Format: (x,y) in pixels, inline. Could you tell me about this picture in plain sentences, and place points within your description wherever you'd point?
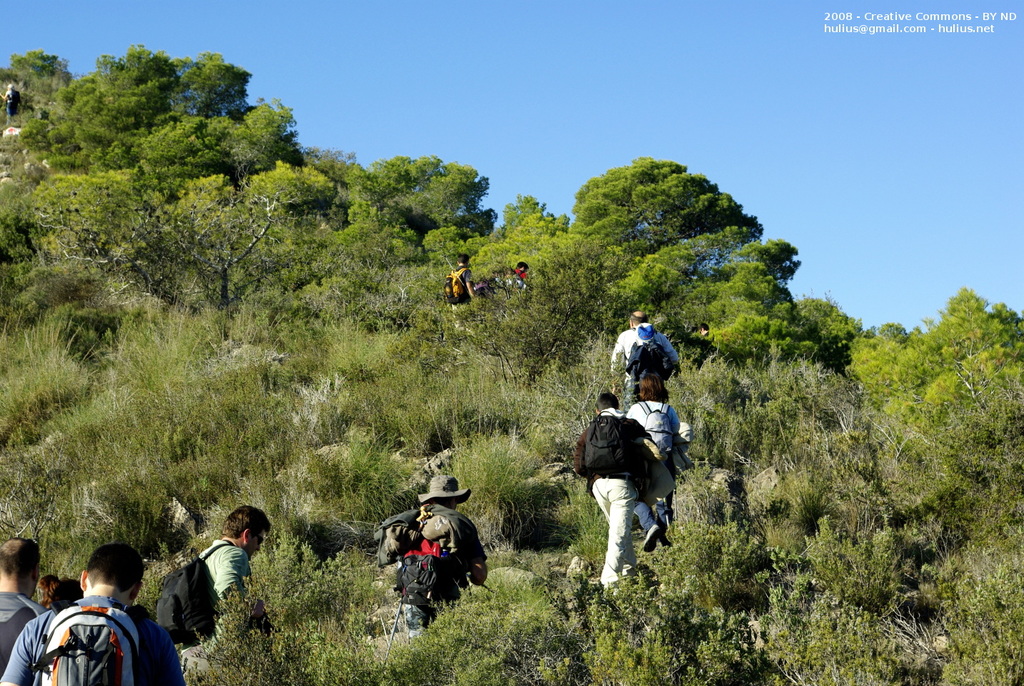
In this picture people (477,550) are walking on the surface (573,415) of the grass (484,426). At the background (739,302) there are trees (258,241) and at the top (597,132) there is sky (889,180).
